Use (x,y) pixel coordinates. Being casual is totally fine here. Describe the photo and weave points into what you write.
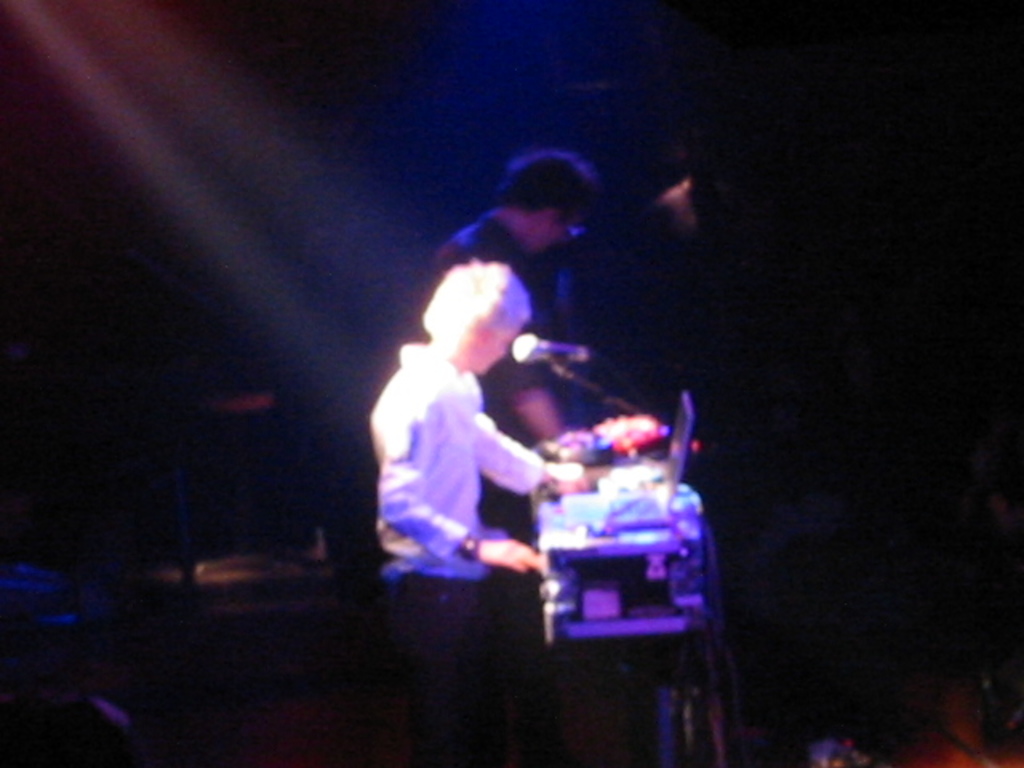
In this image there are two people (434,370). In front of the person (563,492) there is laptop (676,468) and few other things (600,440). This is a mic (535,351). The background is dark.
